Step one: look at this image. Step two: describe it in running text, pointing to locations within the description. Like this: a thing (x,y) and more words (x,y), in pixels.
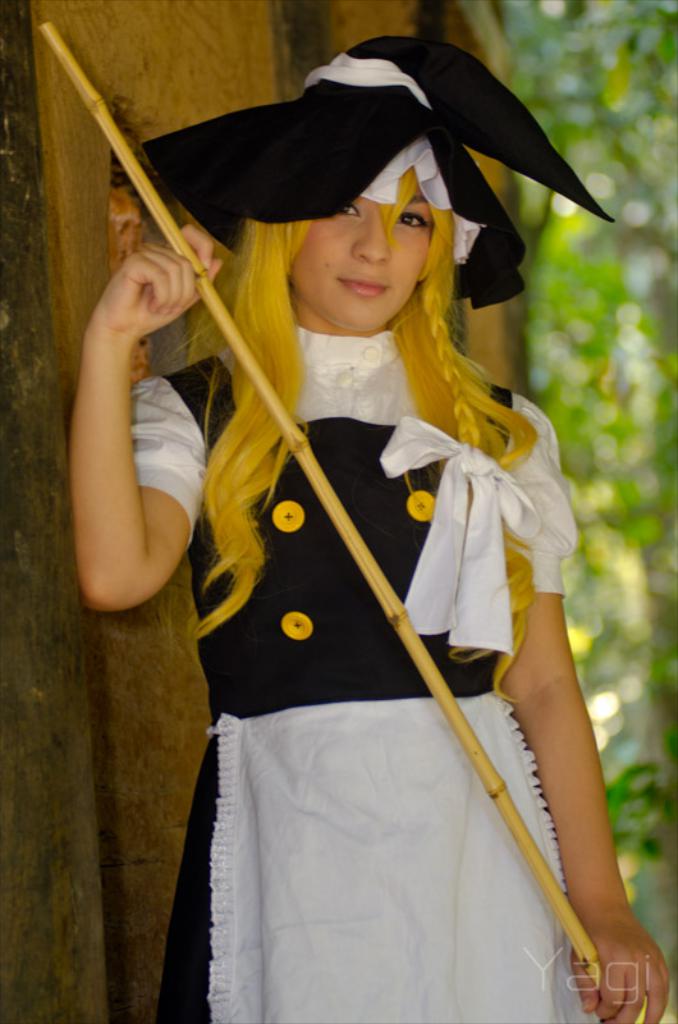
In this image we can see a woman (419,435) wearing a dress (318,532) and cap (294,164) is holding a stick (441,690) in her hand (625,973). In the background (636,287), we can see some trees (645,317). At the bottom (617,968) we can see some text (596,980).
